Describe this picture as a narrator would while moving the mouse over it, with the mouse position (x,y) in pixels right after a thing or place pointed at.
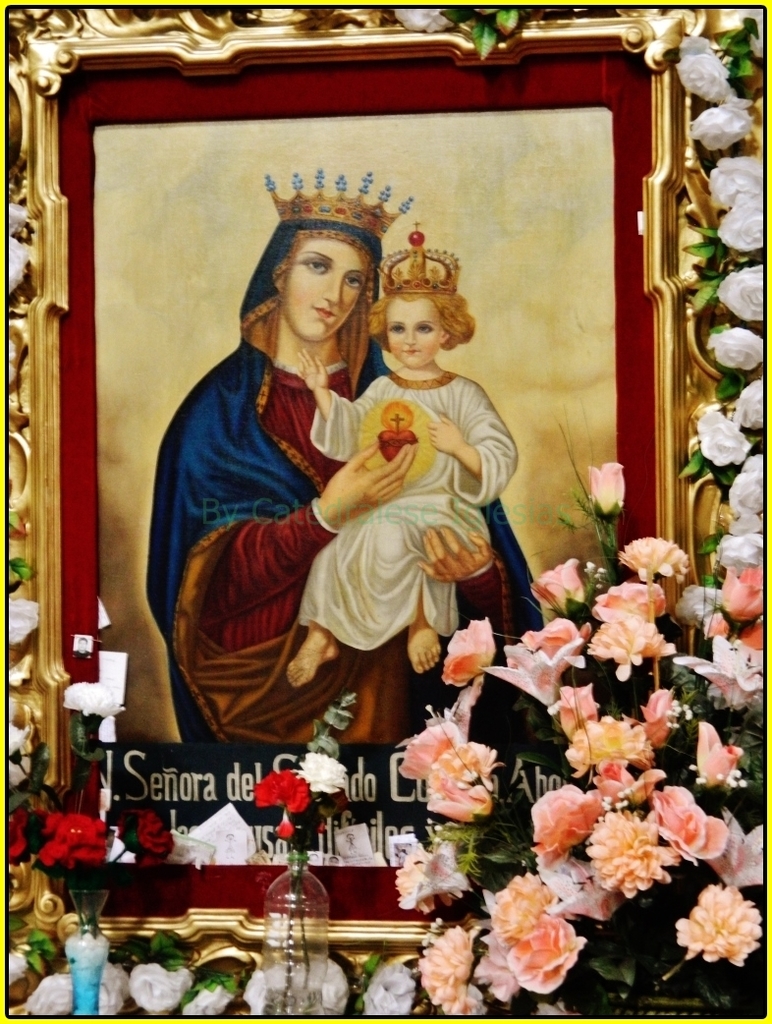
In this picture, we can see a photo frame (364,467), and some text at bottom side of frame (238,944), and we can see flowers (49,994), and some objects (97,910) at bottom side of the picture (89,901).
